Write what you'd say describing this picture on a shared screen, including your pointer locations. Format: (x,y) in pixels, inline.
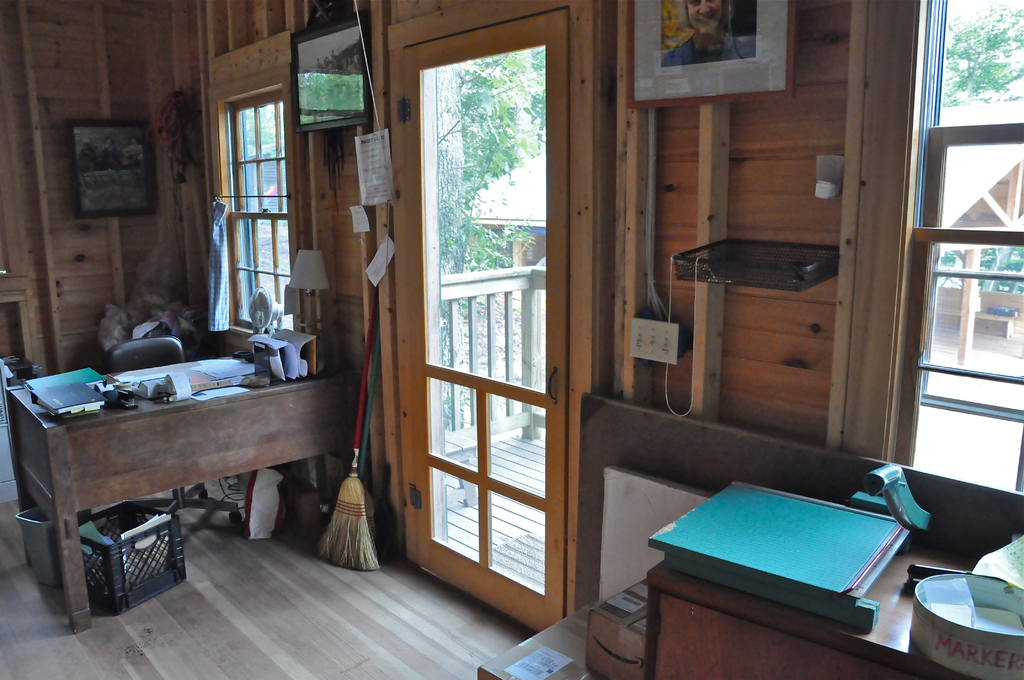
In this picture there is book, machine (801,576), paper (1022,552) on the desk (791,657). There are two boxes (567,673) on the floor (431,634). A book (57,395), file (75,376), paper (278,365) and other objects (135,403) on the table (108,414) are seen. There is a broom (354,476), bag (264,498) and a black box (159,551). Few paper (143,540) are kept in a black box (92,547). A grey bin (44,544) is seen under the table (92,503). A frame (109,205) is present on the wooden wall (126,263). There is a black shelf (731,258), tree (496,129) and a house (508,210) is seen in the background (496,185). There are few papers (363,189) attached to the wooden wall (358,284). A lamp (309,292) is seen on the table (306,385).
